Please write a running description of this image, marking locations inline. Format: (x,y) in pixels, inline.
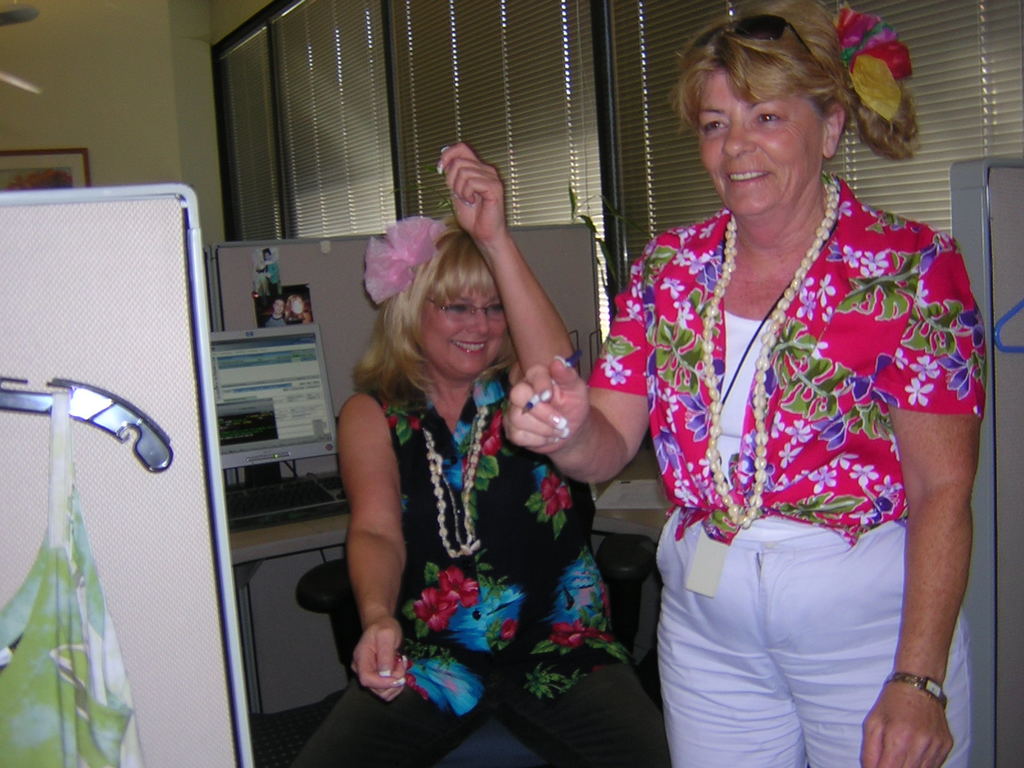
In the center of the image (499,323) we can see women (486,337). In the background (284,273) we can see monitor (262,353), keyboard (316,483), photographs (271,289), cabins (228,251), windows (224,156), curtain (378,136), photo frame (45,174) and wall (113,98).
